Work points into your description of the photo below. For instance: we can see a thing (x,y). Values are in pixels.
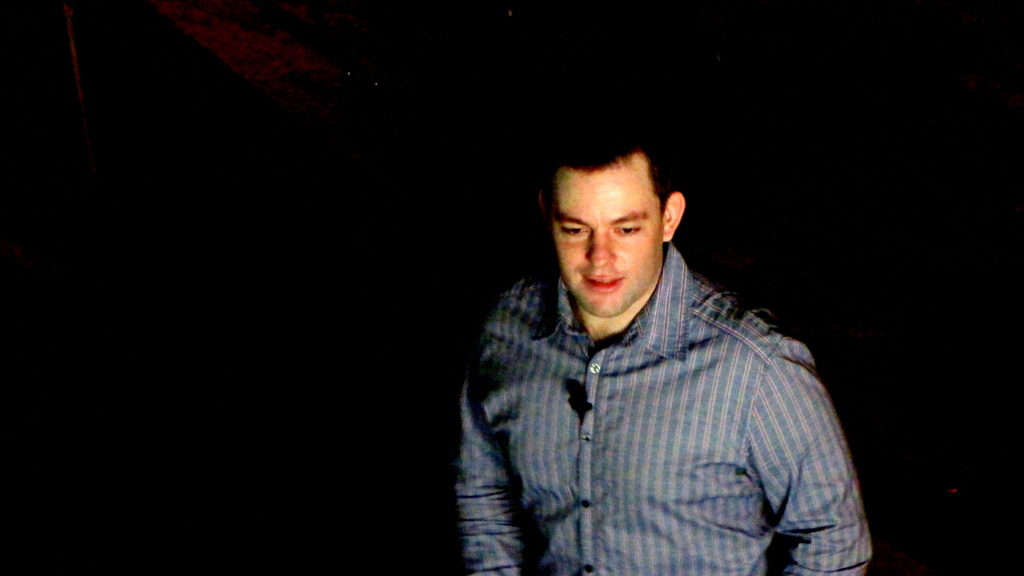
In this picture we can see a man (541,500) smiling and in the background (921,94) it is dark.
